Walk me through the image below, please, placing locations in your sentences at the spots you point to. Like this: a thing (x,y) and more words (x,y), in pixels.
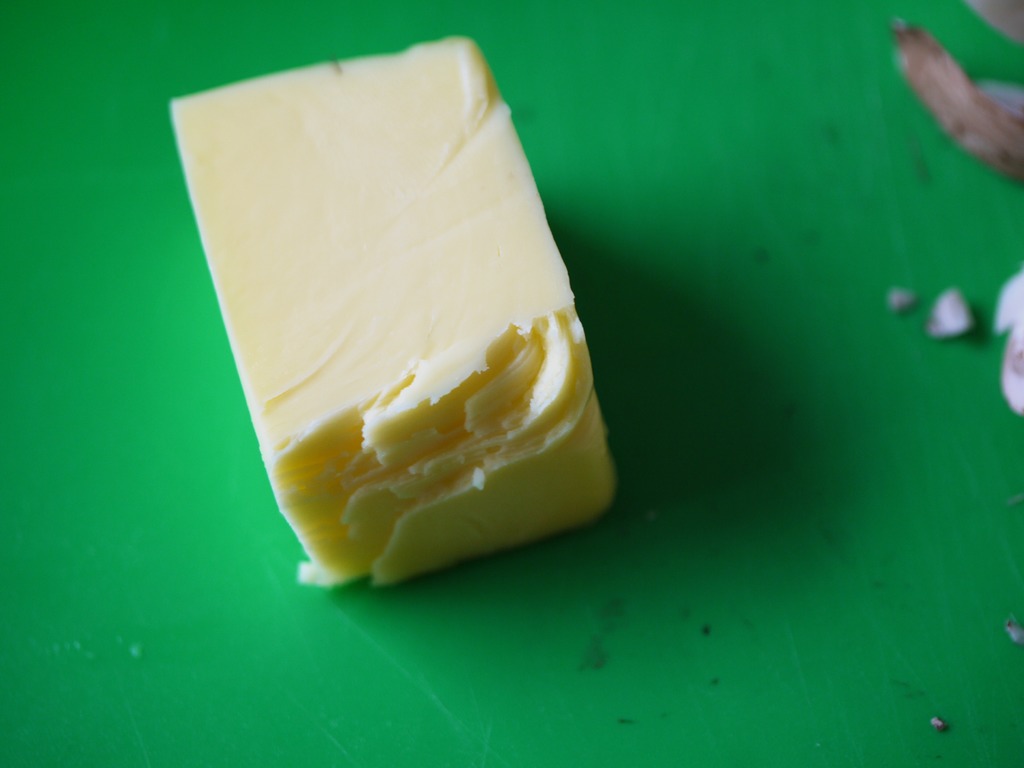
There is a green color surface (18,89). On that there is a block of butter (434,314).
